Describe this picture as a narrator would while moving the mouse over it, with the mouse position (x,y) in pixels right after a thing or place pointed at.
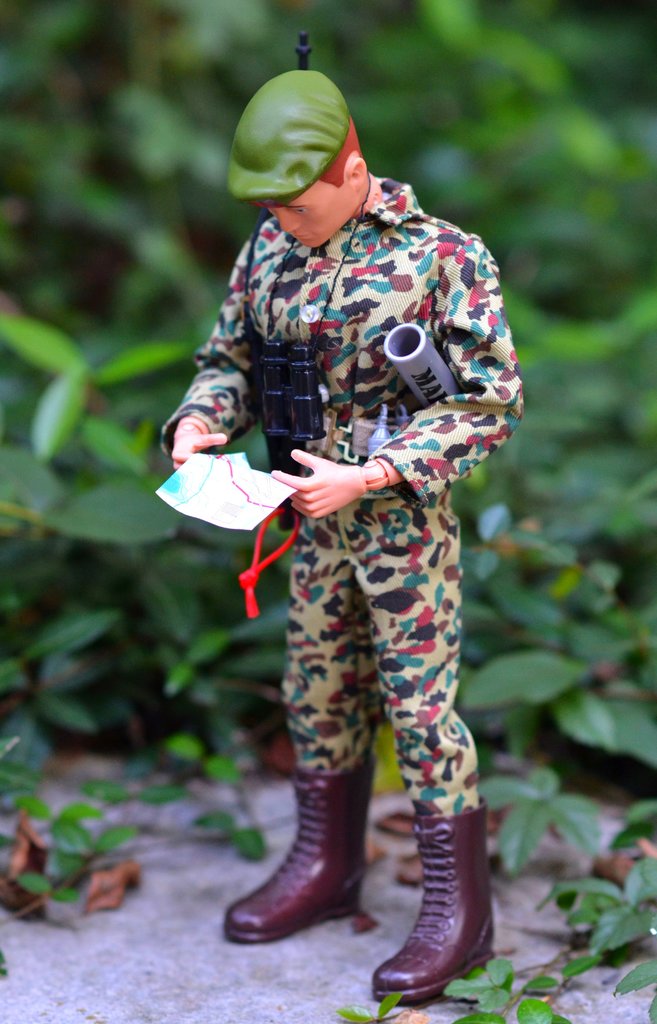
In this picture we can see a toy (393,532) in the front (375,465), in the background (591,494) there are some leaves (580,471).
